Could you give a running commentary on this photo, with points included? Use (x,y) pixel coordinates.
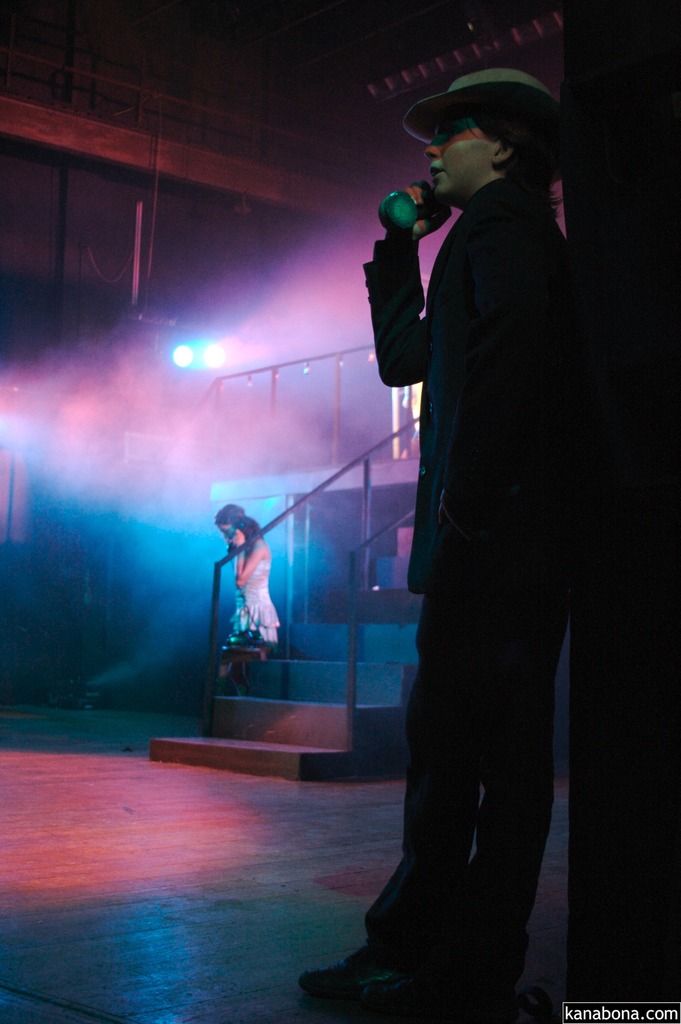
In this image there is a man (482,357) standing near to the pillar (601,273), in the background (377,780) there are steps (291,674), beside the steps (280,670) there is a girl (251,576) and there is a light (185,353), in the bottom right (582,1022) there is text (599,1022).
